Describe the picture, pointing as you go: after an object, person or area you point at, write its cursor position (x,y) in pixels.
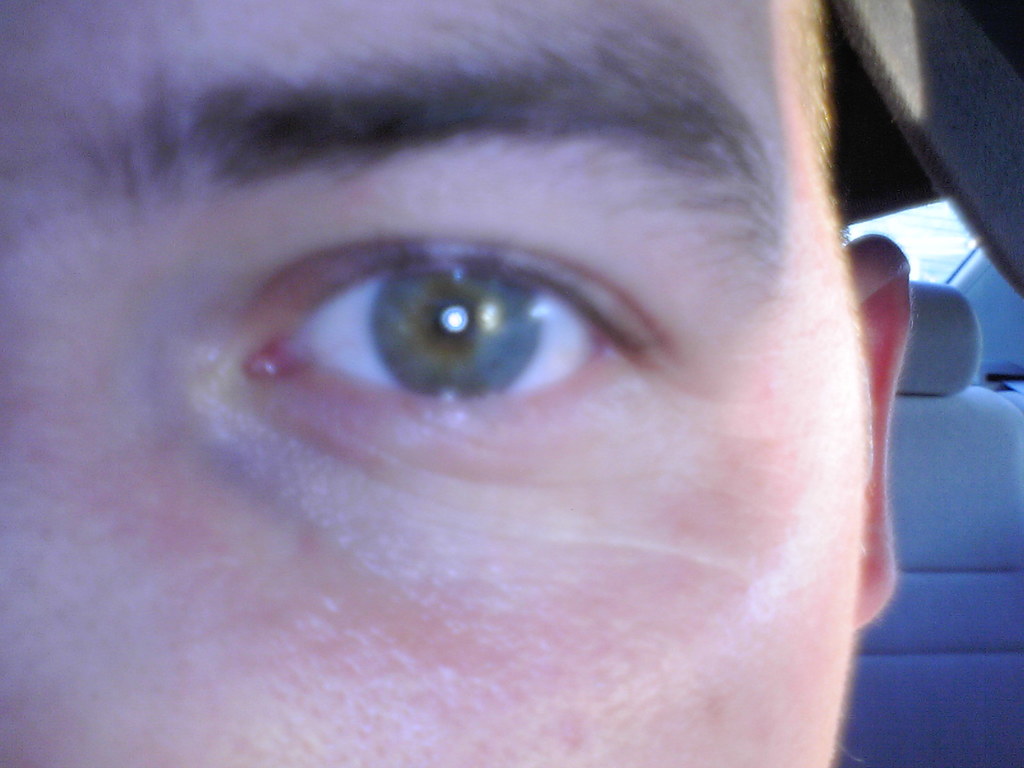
In this picture I can see a human (245,434) and looks like a seat (917,388) in the vehicle (945,311).
